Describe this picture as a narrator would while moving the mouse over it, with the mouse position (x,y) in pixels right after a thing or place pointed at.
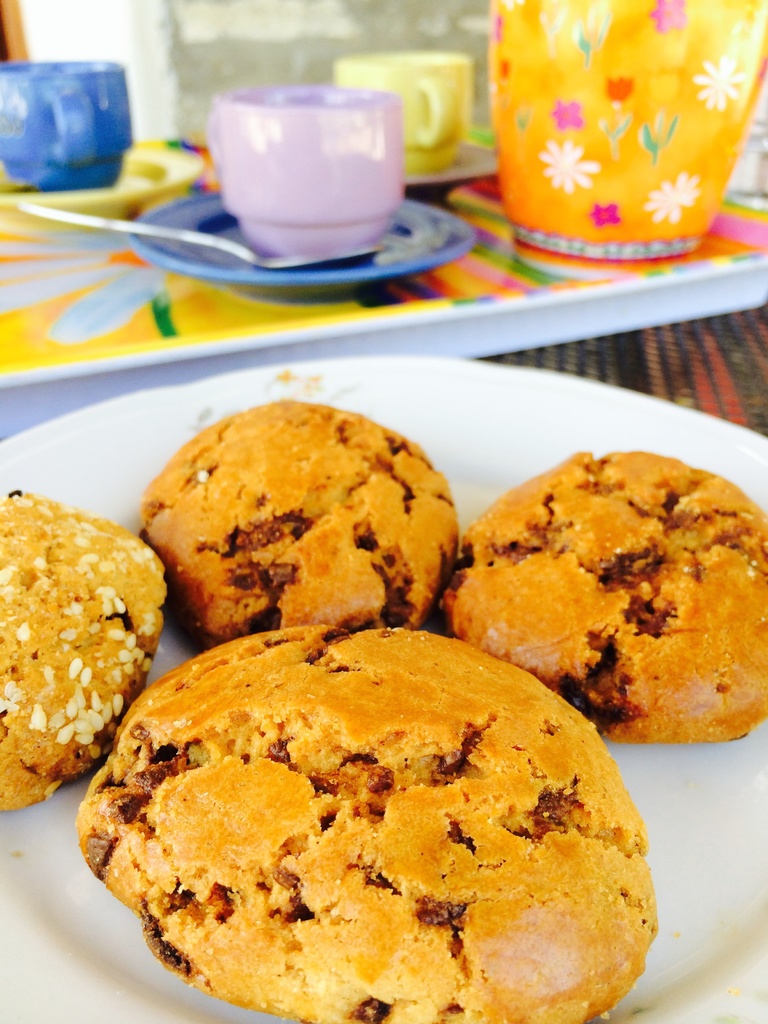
In this image there is a table (700,356), on that table (665,364) there are two plates (177,378), in one plate (209,392) there are cookies (659,620), in another plate (148,345) there are cups (102,116), saucers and a jug (581,106).
